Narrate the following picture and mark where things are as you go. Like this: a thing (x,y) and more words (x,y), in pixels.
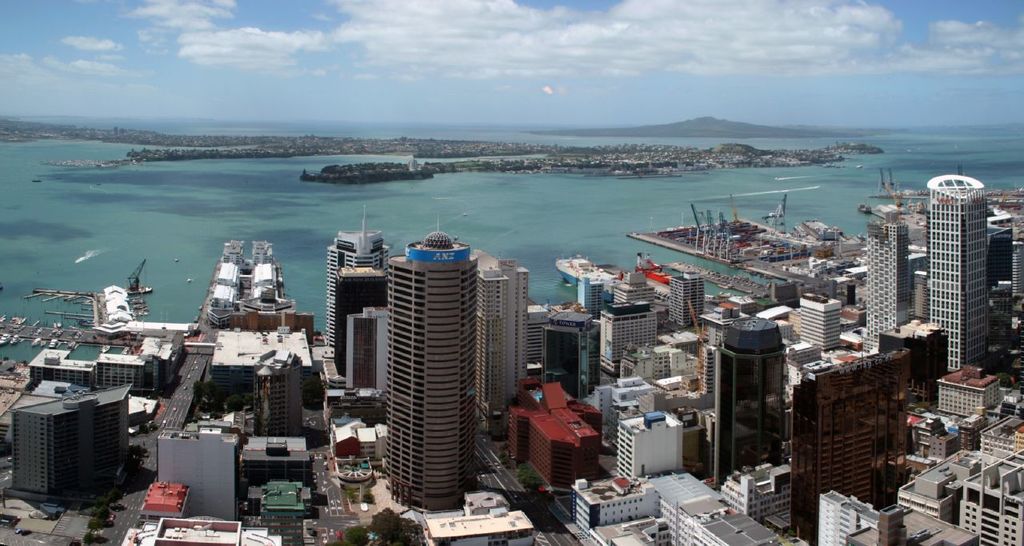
This image is clicked from a top view. There are buildings (415,456), roads (190,401) and skyscrapers (940,289) in the image. Behind the buildings (470,364) there is the water (326,200). In the background (637,129) there are mountains (630,130) and land (535,151). At the top (489,79) there is the sky (489,79).
